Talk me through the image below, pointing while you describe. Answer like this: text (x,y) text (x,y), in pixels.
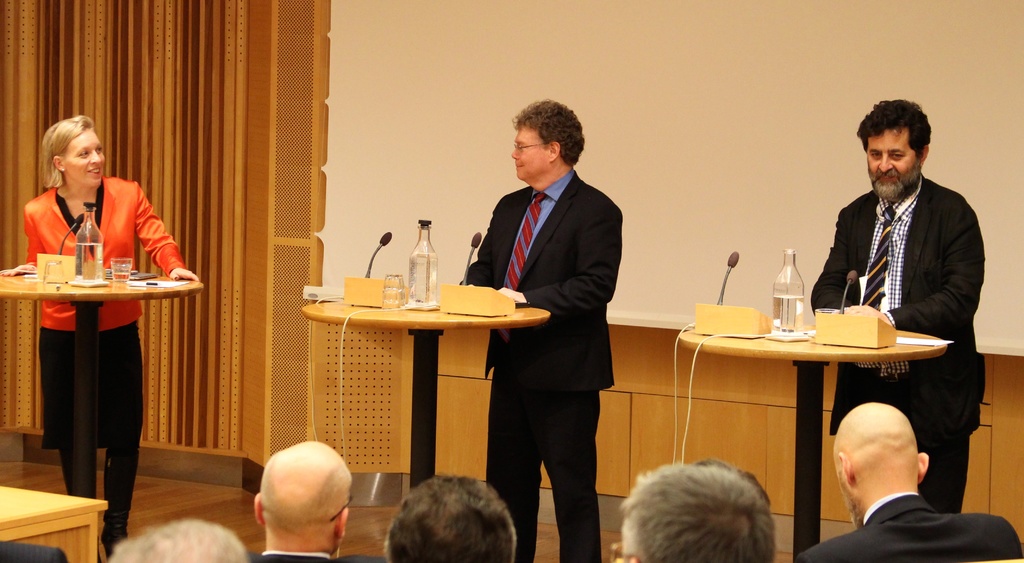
There are three members (105,313) standing near the tables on which a water bottles (776,307), microphone (728,323) was placed. One of them was woman (112,380), standing on the left side (55,305). Two of them were men (873,279). And there are some people (906,508) sitting and watching them. In the background (498,80) there is a projector display screen (465,81) and a wall (240,55).
